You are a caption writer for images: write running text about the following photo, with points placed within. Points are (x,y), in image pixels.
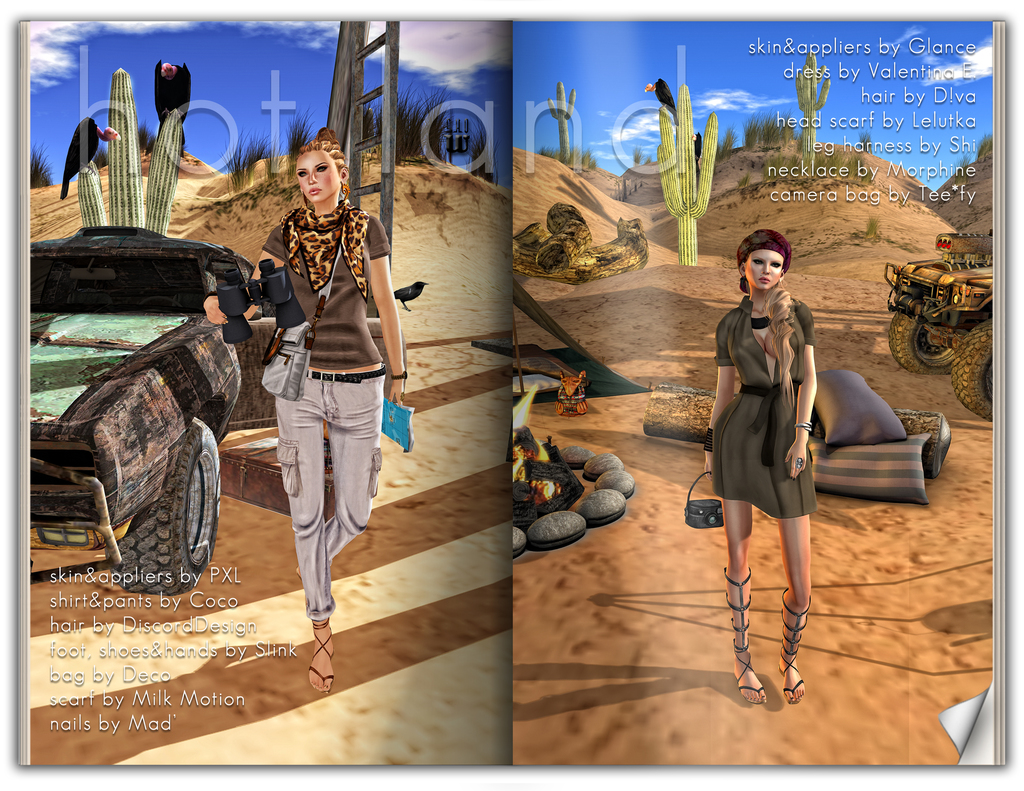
This picture is a collage of two images. I can observe two women (346,430) in these two images. There is a vehicle (196,366) on the left side (94,400) and I can observe text (167,702) on the bottom left side (128,631). I can observe another vehicle (957,314) on the right side (898,327) and there is some text (854,127) on the top right side (901,74). In the background (53,89) there are some plants (442,131) and a cloudy sky (320,89) in these two images.
